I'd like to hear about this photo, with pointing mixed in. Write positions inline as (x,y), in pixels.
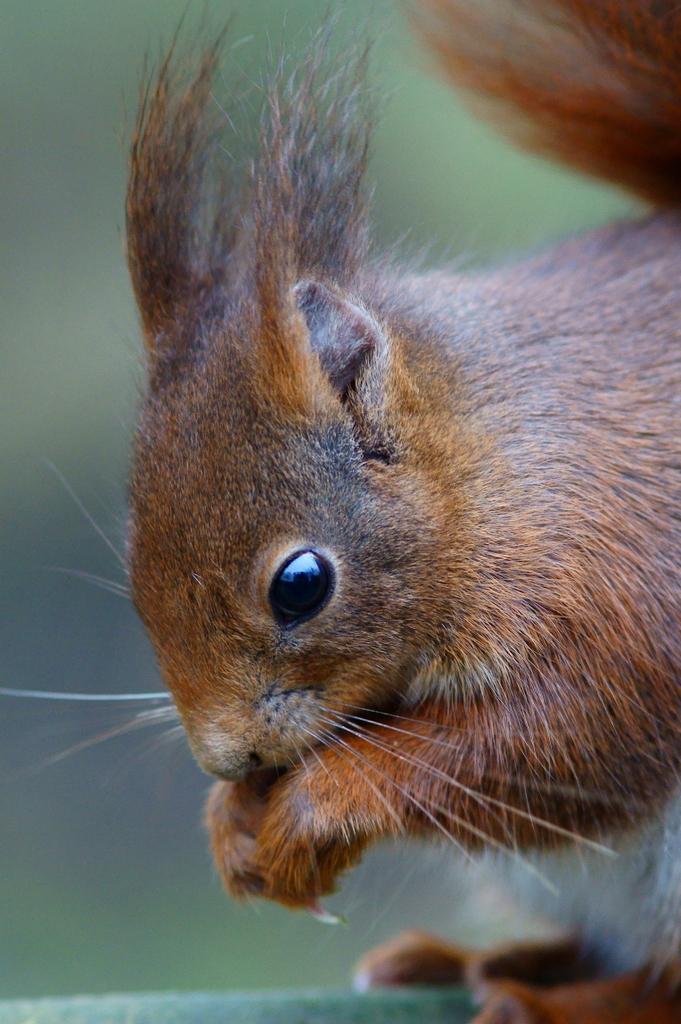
In this image I can see the squirrel (382,524) in brown and black color. Background (144,910) is blurred.
